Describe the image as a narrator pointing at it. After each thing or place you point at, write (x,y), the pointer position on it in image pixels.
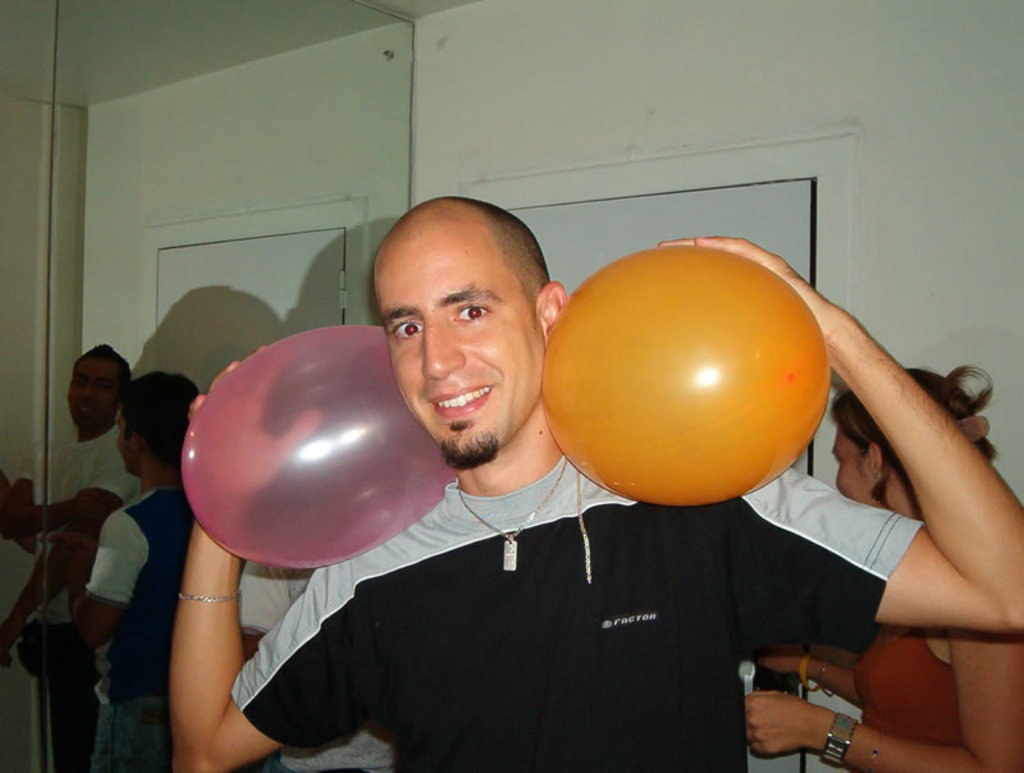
This is an inside view. Here I can see a man (519,676) wearing black color t-shirt (478,585), holding two balloons (655,331) in the hands (802,285), smiling and giving pose for the picture. In the background (114,484), I can see some more people (105,570) are standing and smiling. On the top of the image (505,104) I can see the wall (491,128) and the door (213,295). On the right side (949,688) there is a woman (960,650) wearing red color dress (912,672) and I can see a watch (839,731) to her hand (872,743).
